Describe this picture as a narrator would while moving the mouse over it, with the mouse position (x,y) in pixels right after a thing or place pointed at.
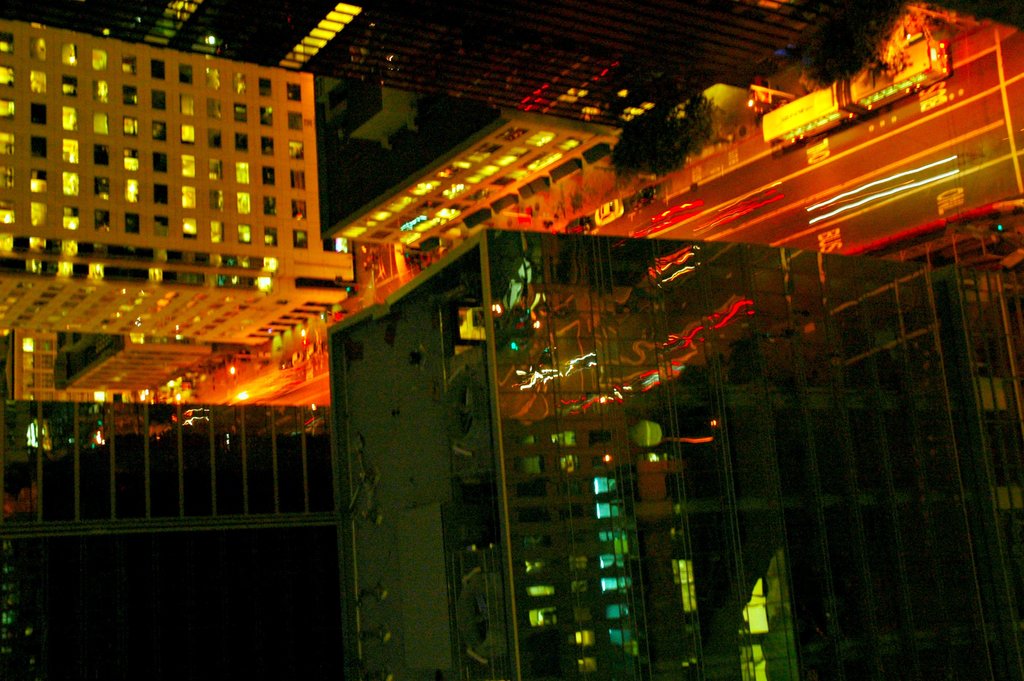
In this image there are few buildings (424,394). In between there is a road (777,209) having few vehicles (601,213) on it. Few trees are on the pavement (566,207).
